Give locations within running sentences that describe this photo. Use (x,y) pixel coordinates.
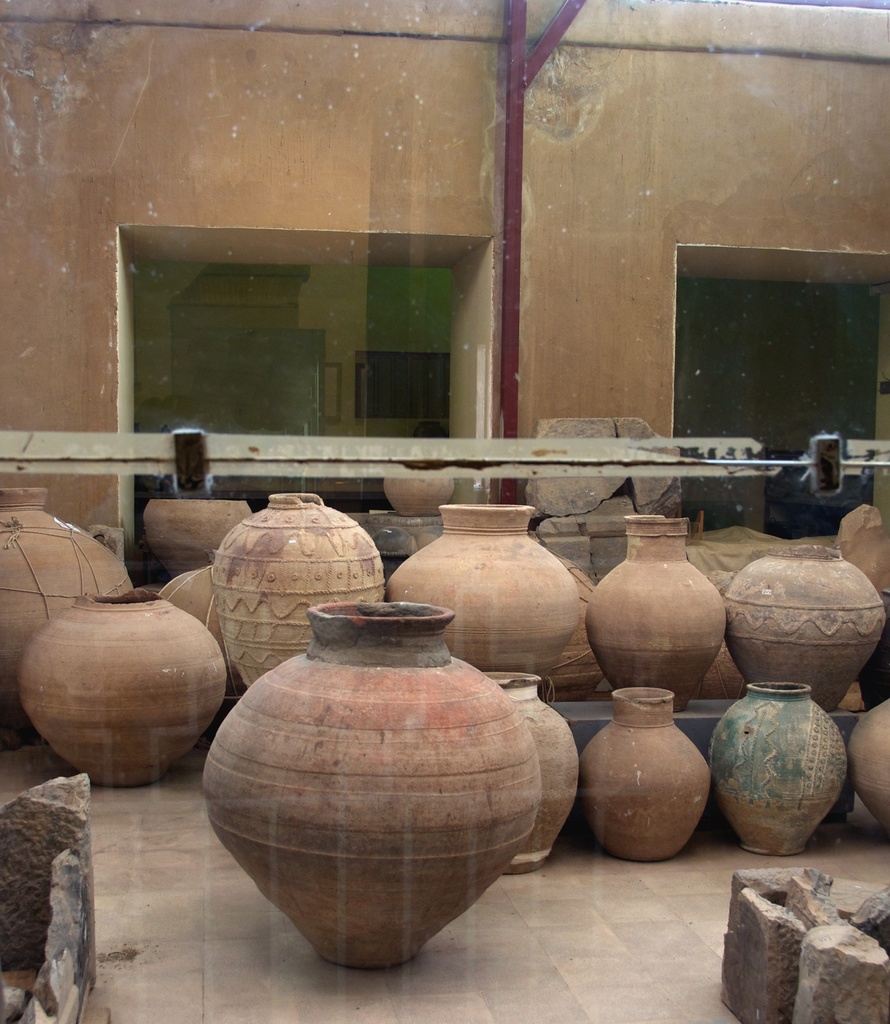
This image consists of pots (51,684) kept on the floor (265,931). At the bottom (213,972), there is a floor (694,982). On the right (773,948), we can see the rocks (781,913). In the background (785,190), there is a wall (631,197) along with the metal rod (514,27).
